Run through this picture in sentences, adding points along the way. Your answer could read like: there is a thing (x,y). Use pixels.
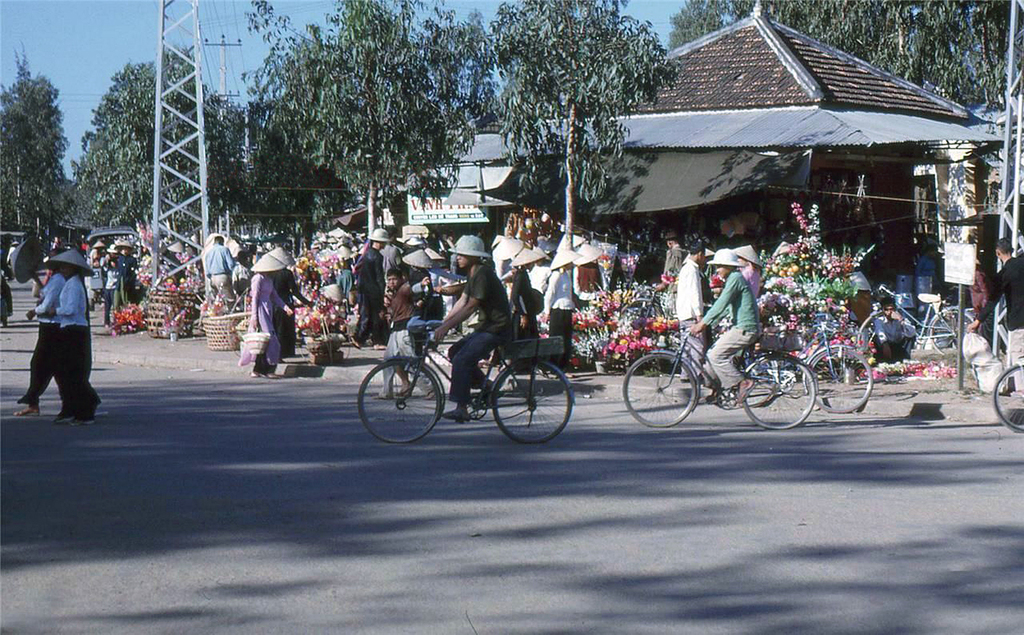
This image is clicked on the road (491,544). There are a few people (78,357) walking and a few (731,353) riding bicycles (526,375) on the road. Beside the road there are florist shops (628,291). There are many people (292,305) standing at the shops (646,273). Most of them are wearing hats (103,247) on their heads (594,251). In the background (736,134) there are houses (820,102), trees (464,92) and electric poles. At the top (122,28) there is the sky (139,25).
